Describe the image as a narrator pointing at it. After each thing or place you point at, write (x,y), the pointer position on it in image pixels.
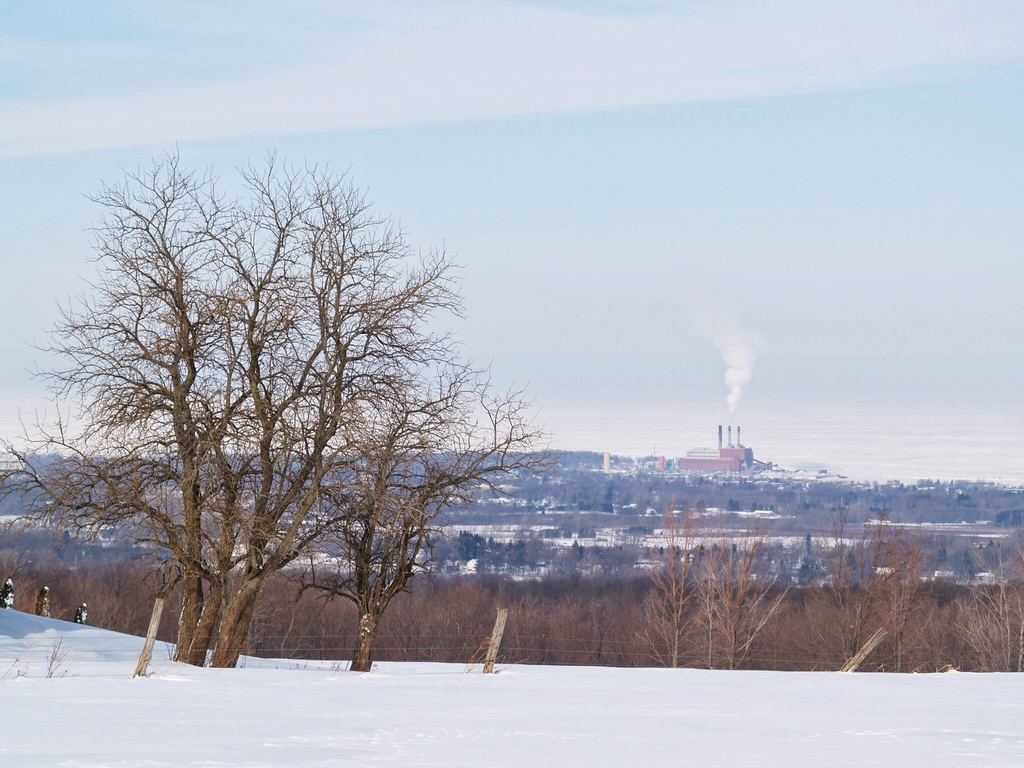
In this image in the center (343,376) there is snow (325,712) on the ground (599,728) and there are dry trees (284,560). In the background (656,619) there are buildings (693,464) and there are trees (628,492) and there is a smoke (743,374) coming out of the building (735,452) which is in the center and the sky (618,122) is cloudy.
